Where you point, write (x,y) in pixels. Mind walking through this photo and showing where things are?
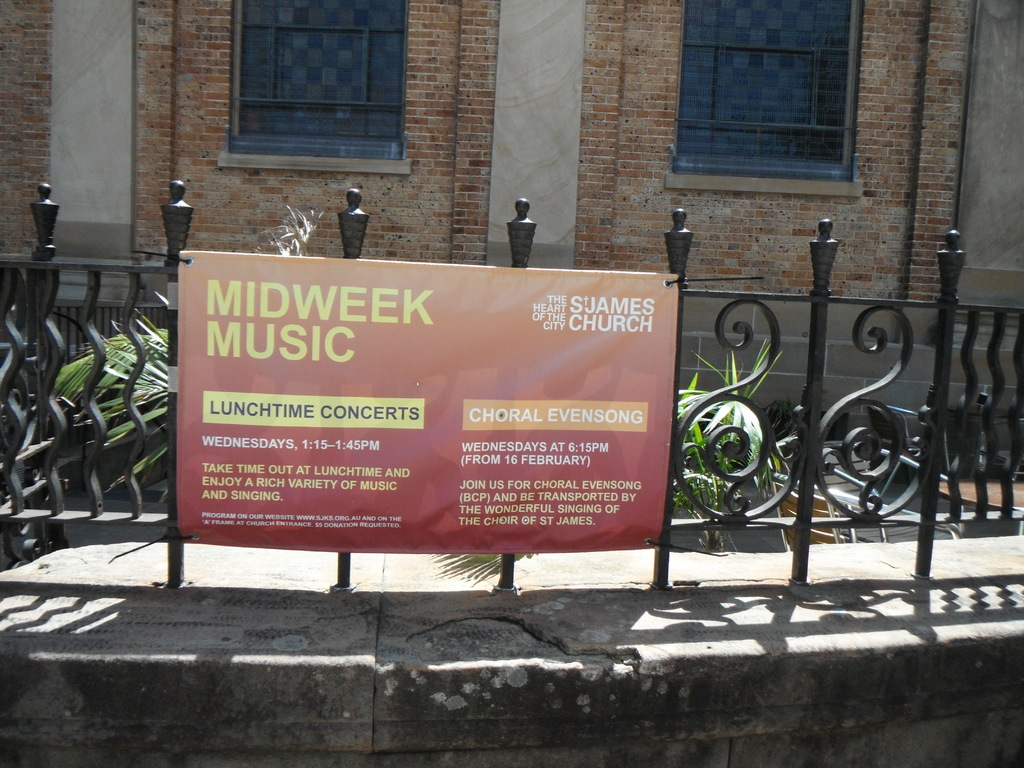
This image is taken outdoors. In the background (436,128) there is a building (666,152) with a wall (449,90) and windows (757,70). There are a few plants (127,368). There is a railing (95,382). In the middle of the image (346,391) there is a railing (134,326) and there is a board (363,378) with a text (263,314) on it. At the bottom of the image (147,638) there is a wall (151,625).
